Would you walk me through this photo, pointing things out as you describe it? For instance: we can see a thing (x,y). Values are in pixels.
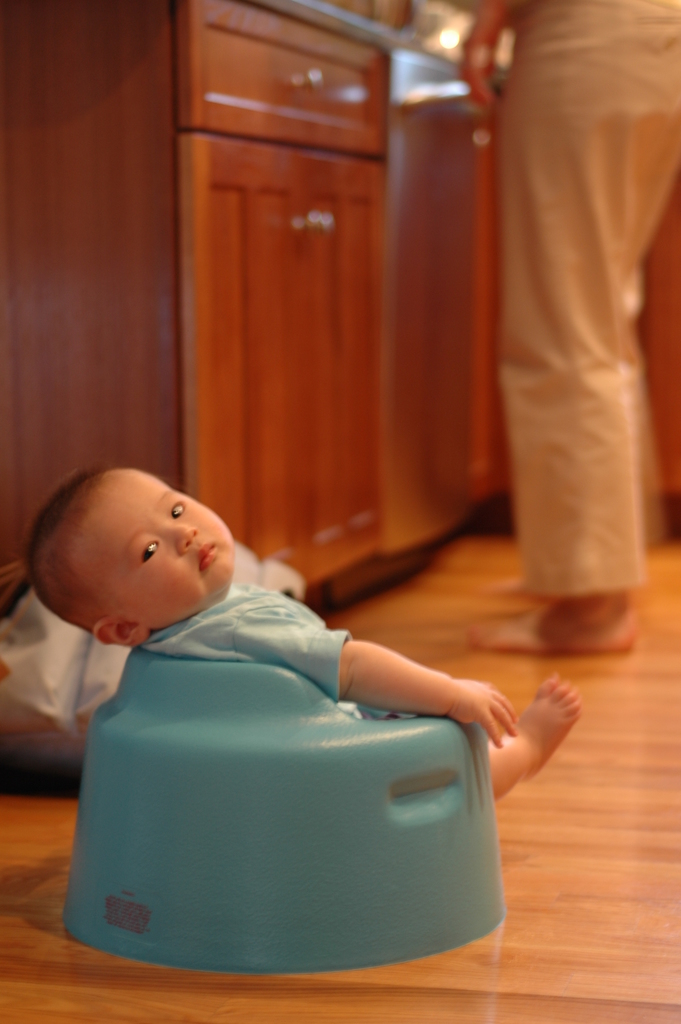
In the image there is a baby (141,535) sitting on the seat (249,873). And on the right side of the image (569,235) there are person legs (571,505). And also there is a table (338,228) with cupboards (349,433).
